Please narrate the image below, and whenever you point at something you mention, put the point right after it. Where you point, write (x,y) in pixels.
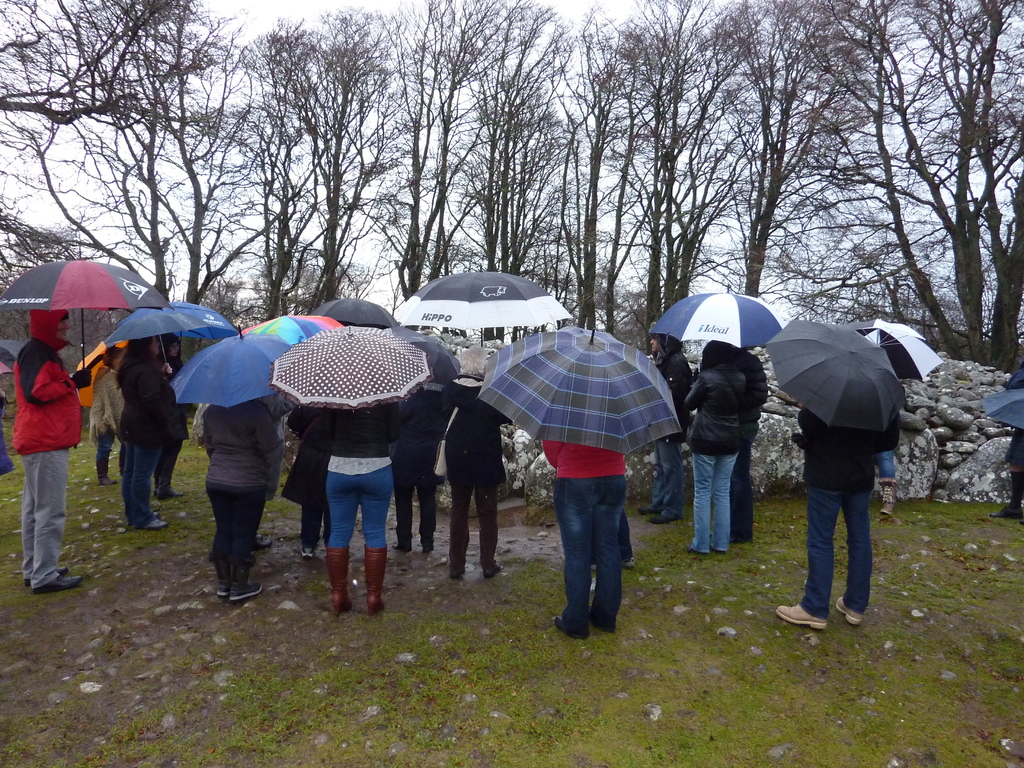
In the middle of this image (526,404), there are persons (150,379) holding umbrellas (287,345) and standing on the ground (839,684), on which there are stones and grass (735,595). In the background (984,263), there are rocks (952,367), trees (21,241) and there are clouds (455,39) in the sky (431,42).
